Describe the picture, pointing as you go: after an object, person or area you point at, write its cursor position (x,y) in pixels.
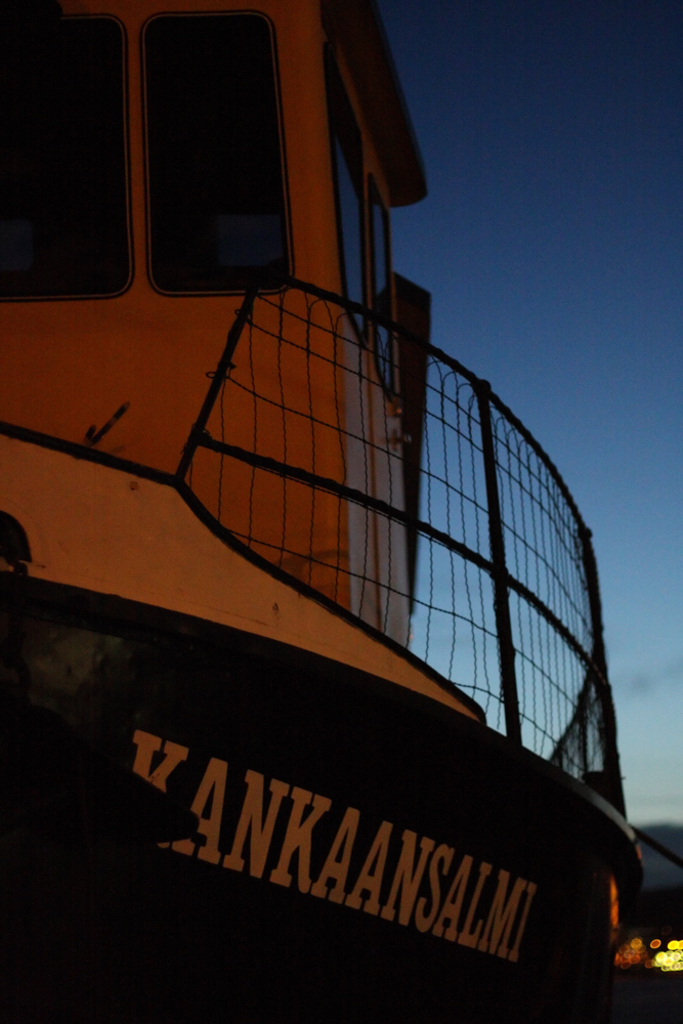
In the image there is a ship (263,728) and the background of the ship (589,843) is blur.
